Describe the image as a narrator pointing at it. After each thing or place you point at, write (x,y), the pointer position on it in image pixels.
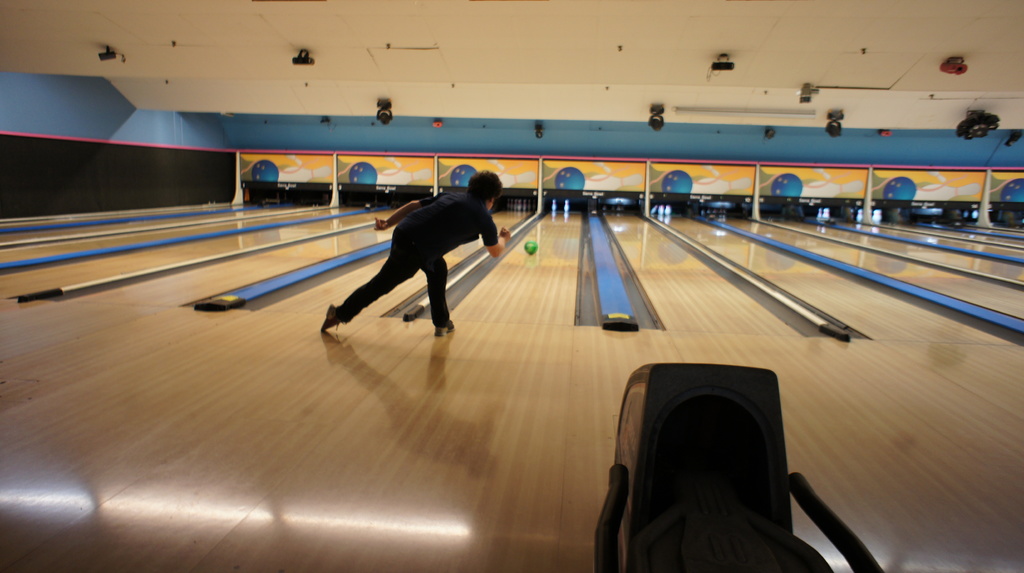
In this image we can see a person (421,232) is playing ball (534,251). Bottom of the image (675,484) stand (716,475) is there. The roof (844,45) is in white color. The floor (297,458) is furnished with wood (927,393).
